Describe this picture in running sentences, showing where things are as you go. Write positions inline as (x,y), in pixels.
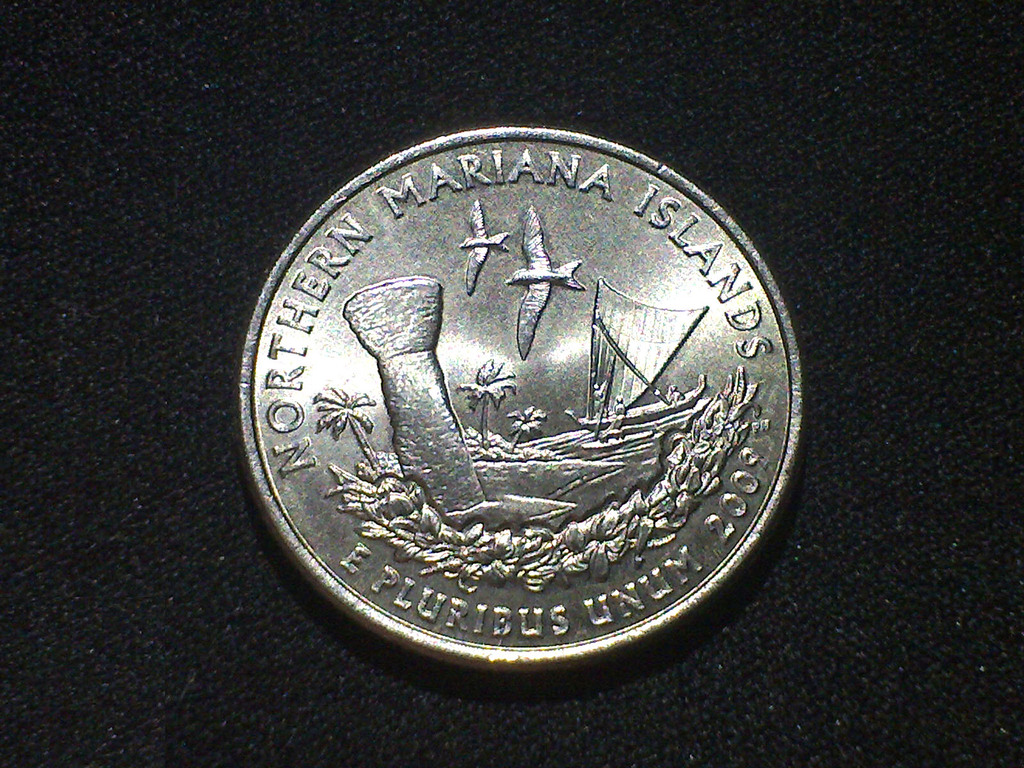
In the picture I can see a coin (291,448) on the black color surface (326,620). On the coin (519,373) I can see the text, a ship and two birds (492,239).
